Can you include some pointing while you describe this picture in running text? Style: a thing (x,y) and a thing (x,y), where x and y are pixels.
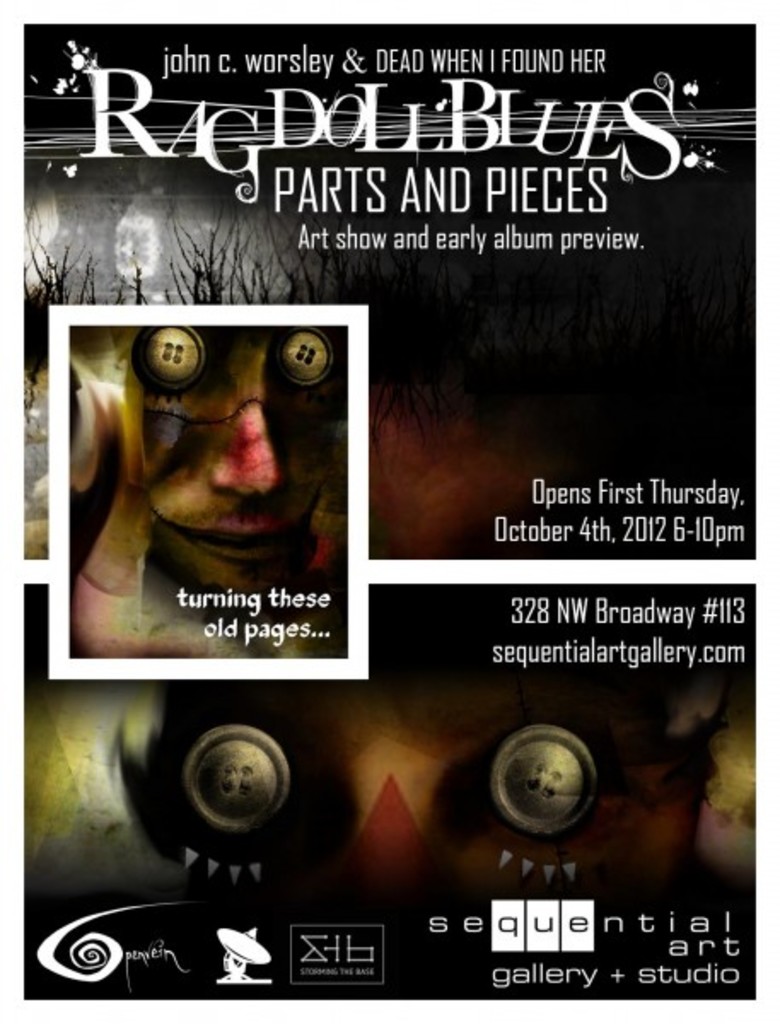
In this picture we can see a black color object (387,383) seems to be a poster (132,160) on which we can see the text (605,612), numbers (598,532) and a picture (256,484) of a person (267,601) and pictures (450,733) of some other objects (196,245).
